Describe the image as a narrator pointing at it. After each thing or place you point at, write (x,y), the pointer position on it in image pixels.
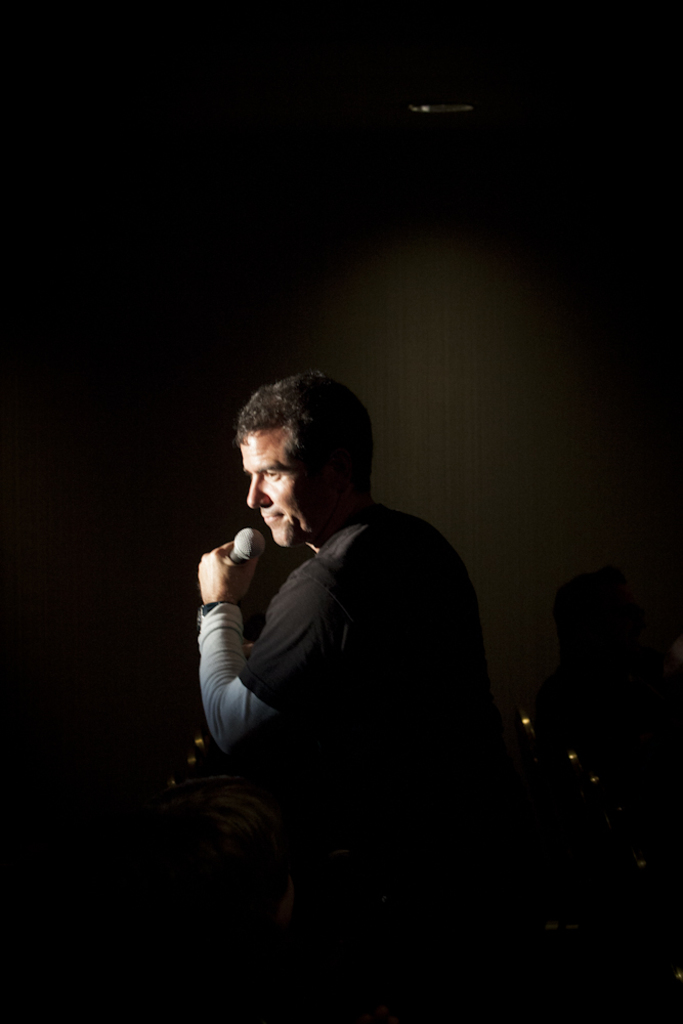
This image consists of a person (344,622). He is wearing black T-shirt (424,556). He is holding a mic (245,546).
